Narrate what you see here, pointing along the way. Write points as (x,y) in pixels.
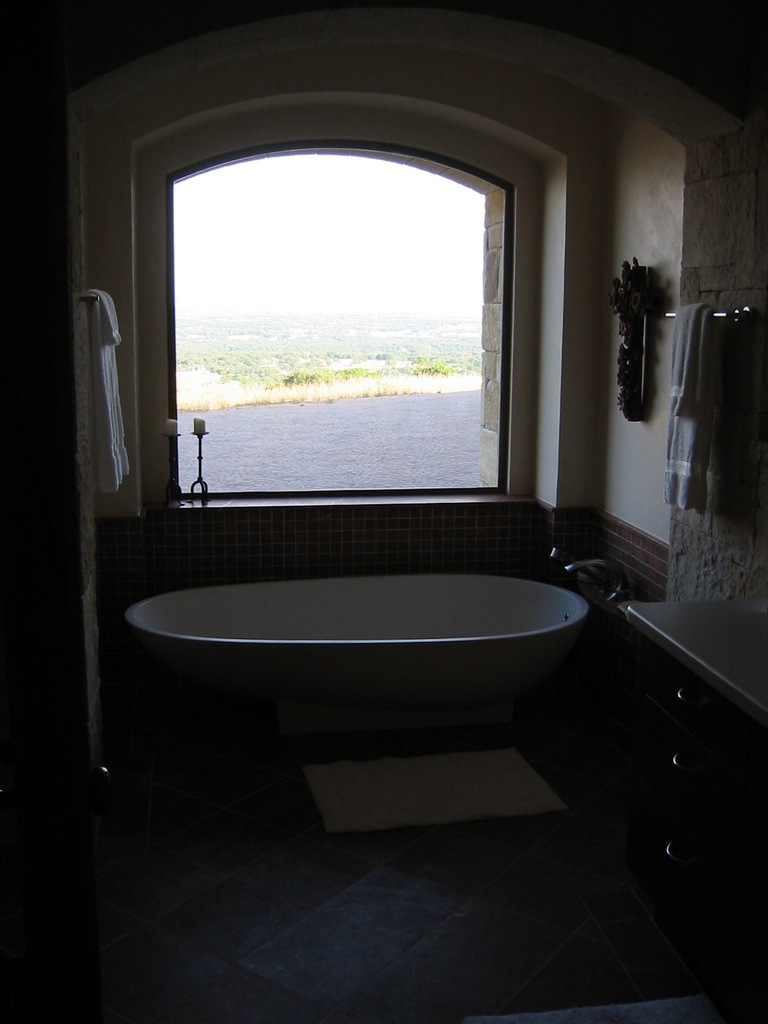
In the picture we can see a washroom (83,965) with a bathtub (413,638) and near it, we can see taps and beside it, we can see a desk (649,638) and into the wall (728,551) we can see a towel (93,310) hanged and beside the washtub (227,680) we can see a window (404,289), from it we can see water surface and behind it we can see grass surface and the sky (253,253).
